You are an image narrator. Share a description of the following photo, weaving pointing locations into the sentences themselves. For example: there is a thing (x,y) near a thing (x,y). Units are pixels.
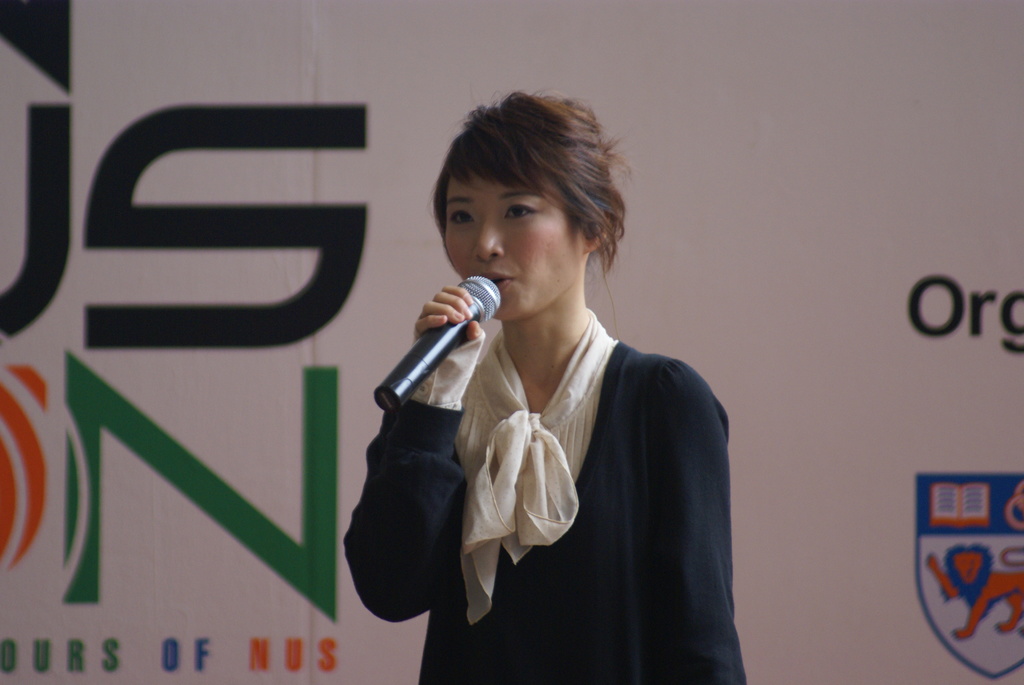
In the picture we can see a woman (575,592) standing and talking in the microphone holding it, behind her we can see a banner (169,512).
